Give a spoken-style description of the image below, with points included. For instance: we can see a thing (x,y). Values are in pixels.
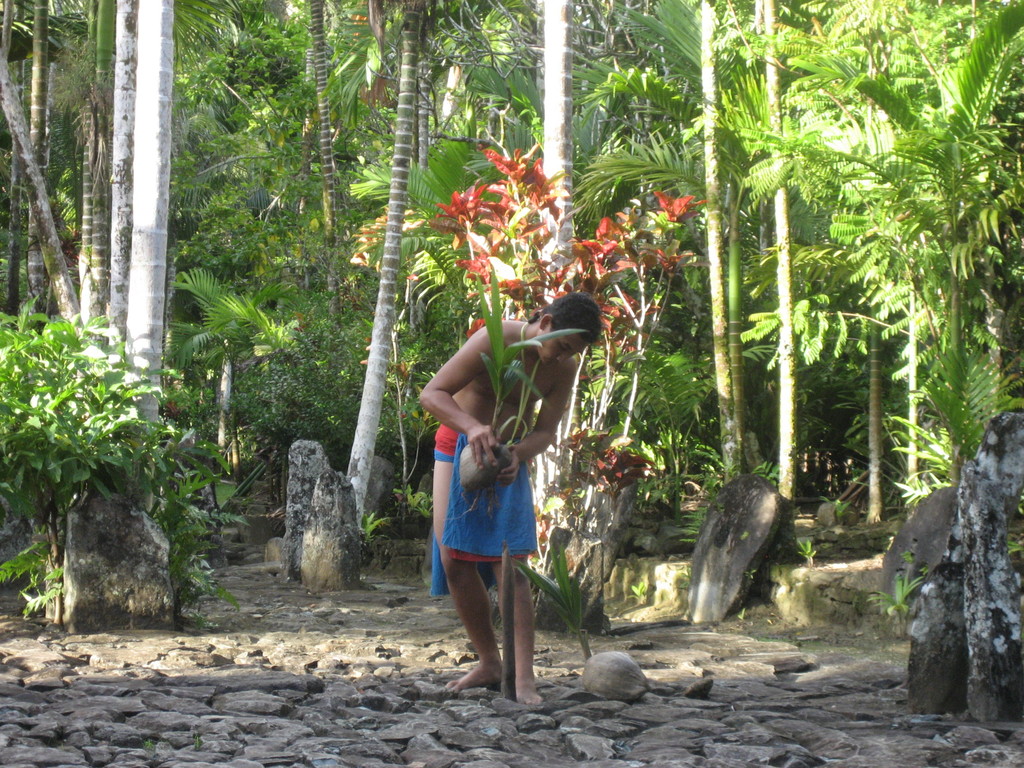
In this image we can see there are trees (284,260), plants (669,403) and stones (873,593). And there is the person (478,444) standing on the ground (402,611) and holding a sprouted coconut (492,472).
